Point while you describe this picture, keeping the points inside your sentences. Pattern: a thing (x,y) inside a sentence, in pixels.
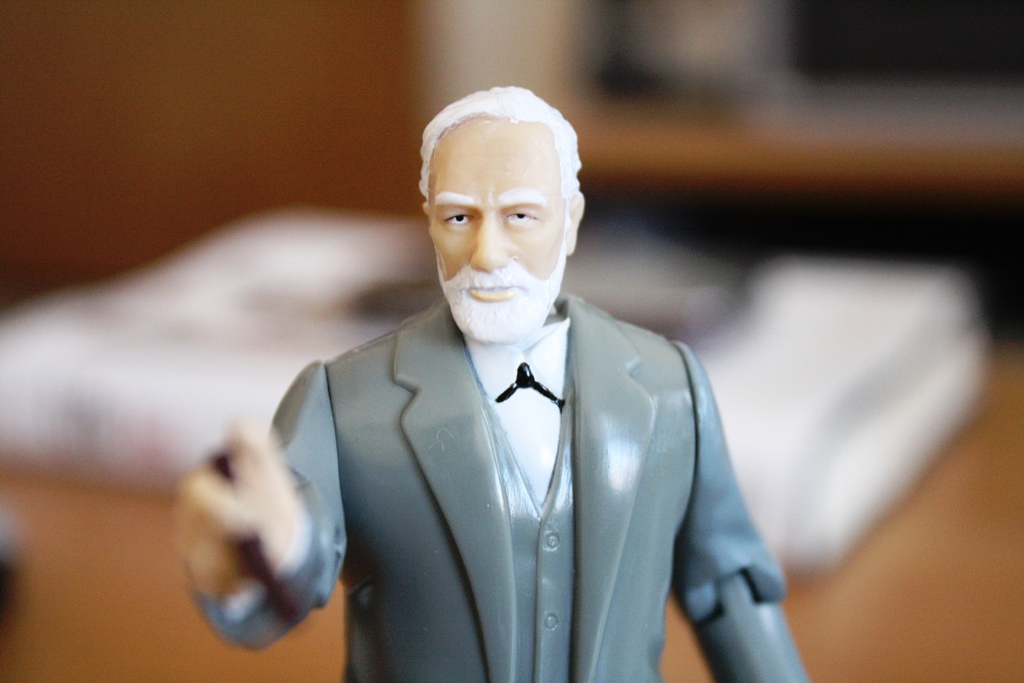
In the middle of the image (423,334) we can see a toy (426,443) and we can see blurry background (830,218).
